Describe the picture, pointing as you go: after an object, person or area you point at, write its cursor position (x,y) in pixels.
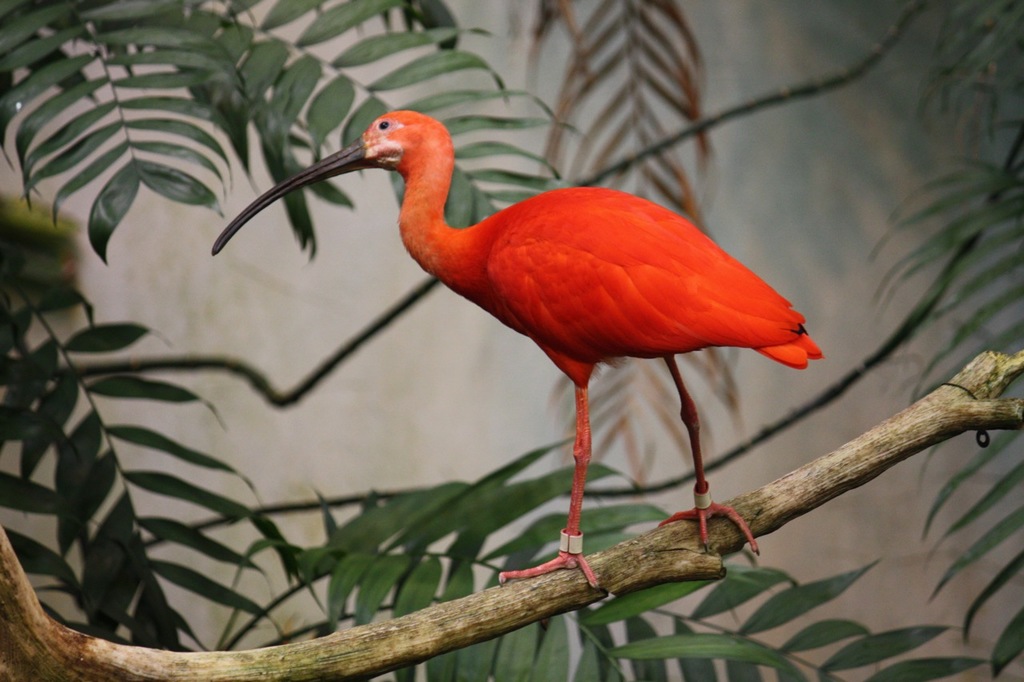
In this picture there is a red color bird (552,291) which is standing on the tree branch (379,626). At the bottom (712,676) we can see the leaves (639,665). On the right (1021,561) there is a plant (1010,656) near to the wall (859,167).
